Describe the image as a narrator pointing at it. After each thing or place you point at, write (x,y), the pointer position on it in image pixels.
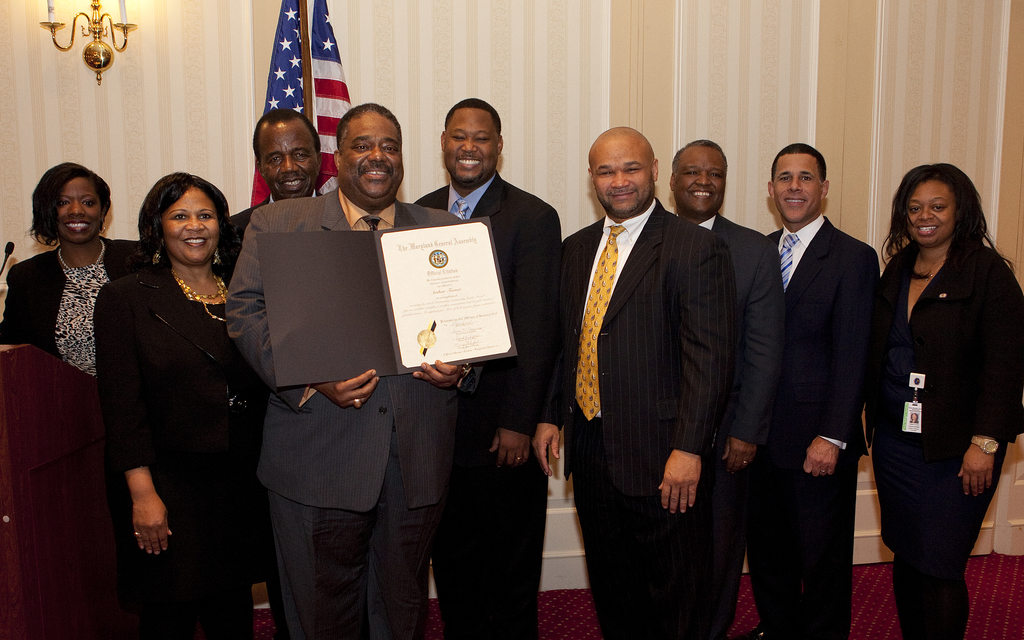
In this picture we can see a group of people (613,487) wore blazers (533,288) and standing on the floor (983,558) and smiling and a man (347,211) holding a certificate (452,233) with his hands (369,379), podium (67,447), mic (10,247), flag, ties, id card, candle stand (54,29) and in the background (637,20) we can see the wall (550,91).
